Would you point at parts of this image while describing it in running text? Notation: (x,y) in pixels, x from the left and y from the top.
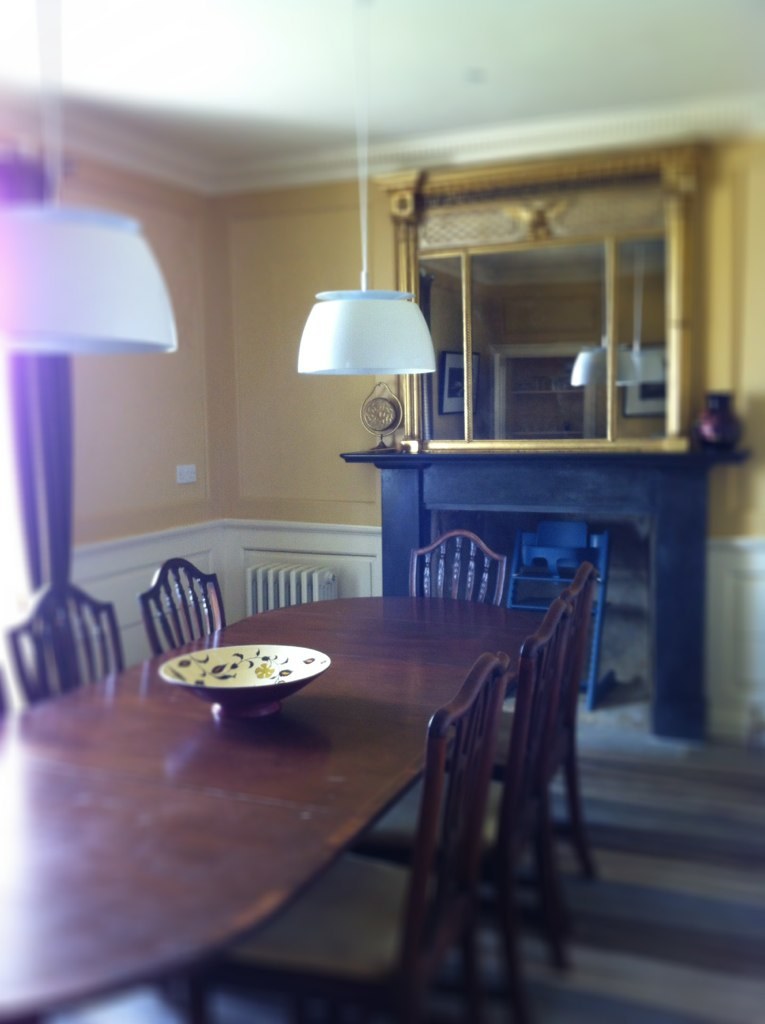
There is a dining table (187,782). On the table (239,754) there is a bowl (272,704). Near to the table (335,809) there are chairs (75,655). On the ceiling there are lights (314,305). In the back (301,242) there is a wall (284,339). Also there is a mirror (572,348). Near to the mirror (493,400) there are some items (377,403).
